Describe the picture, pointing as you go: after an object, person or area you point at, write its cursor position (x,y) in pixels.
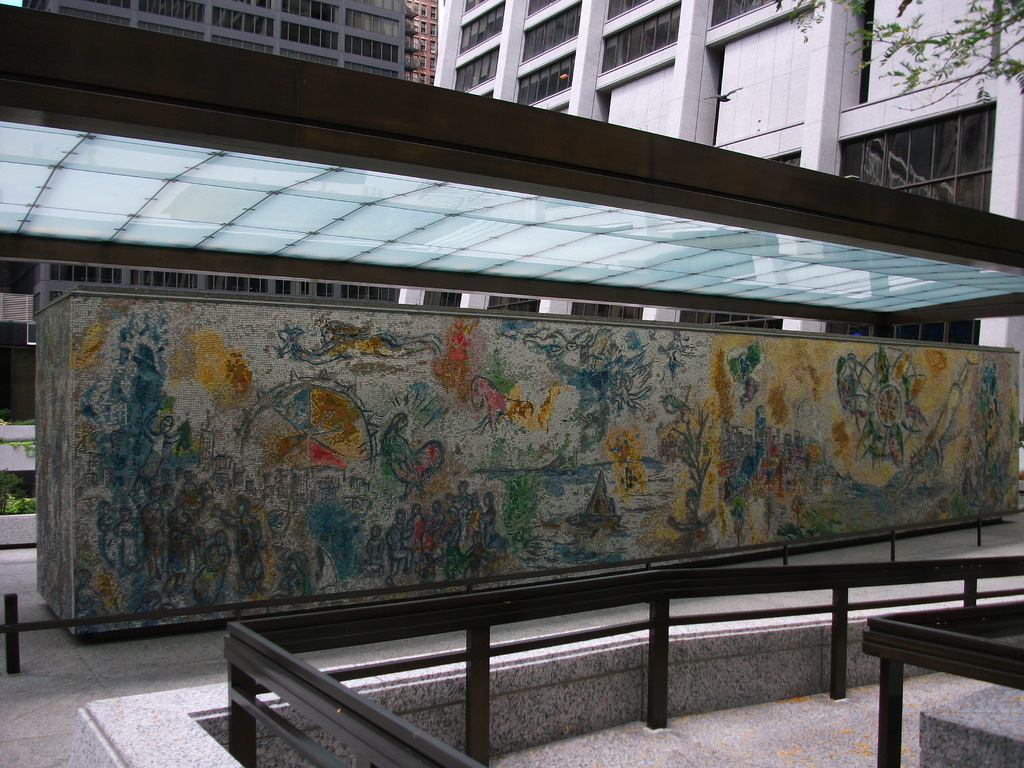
In this picture, it looks like a shelter (311,220). Under the shelter (613,230), there are paintings (298,407) on the wall (336,337). Behind the wall (282,388), there are buildings (605,52) and plants (14,494). At the bottom of the image (467,581), there are railings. In the top right corner of the image (1005,1), there is a tree (1005,1).
